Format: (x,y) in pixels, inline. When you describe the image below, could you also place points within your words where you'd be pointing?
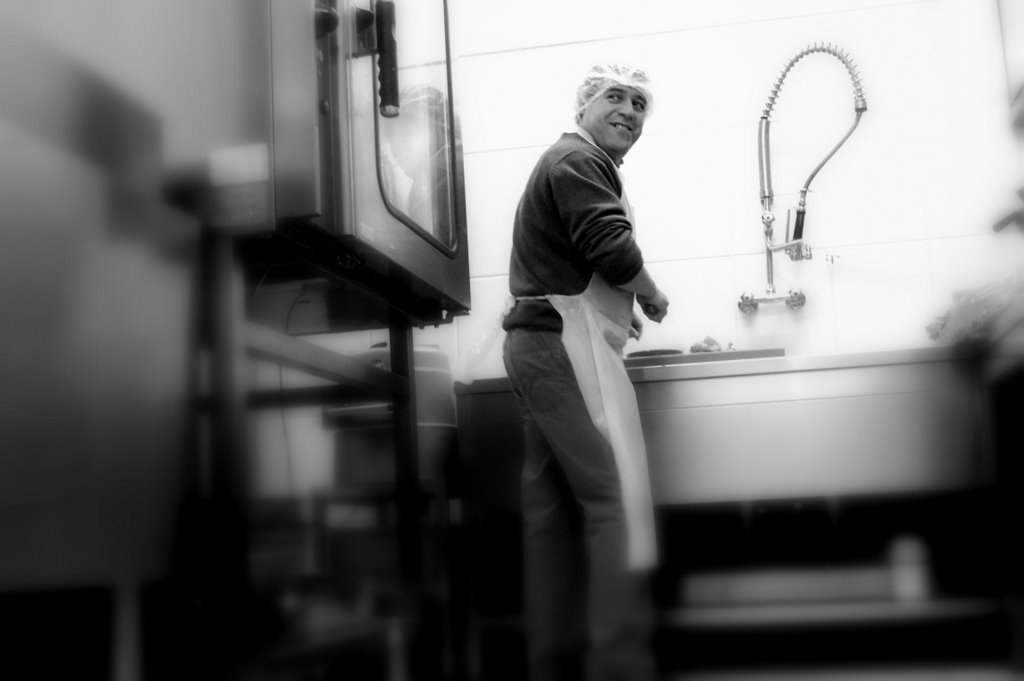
In this picture we can see the wall (776,116), pipe (798,240), taps (794,292), some objects (261,43) and a man (608,141) wore a cap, apron (635,516) and standing and smiling.
